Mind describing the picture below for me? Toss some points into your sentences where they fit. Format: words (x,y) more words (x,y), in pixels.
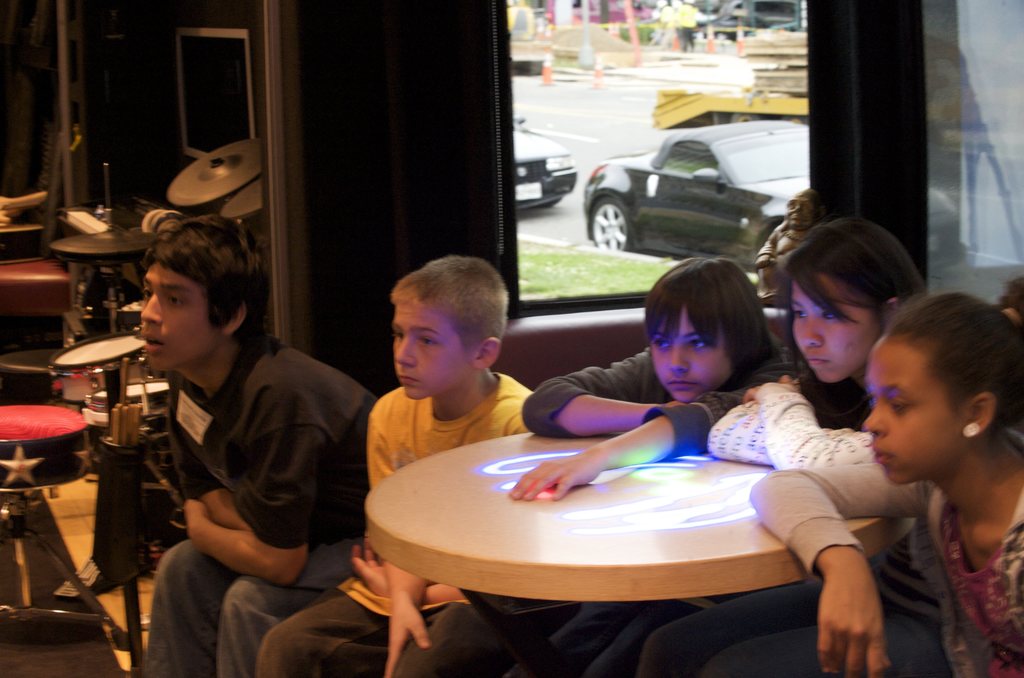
In this picture there are several kids (212,380) sitting on the table (753,586) and in the background (119,251) there many musical instruments (114,235). In the background (583,241) there is a window (568,214) through which car (633,230) is visible.
